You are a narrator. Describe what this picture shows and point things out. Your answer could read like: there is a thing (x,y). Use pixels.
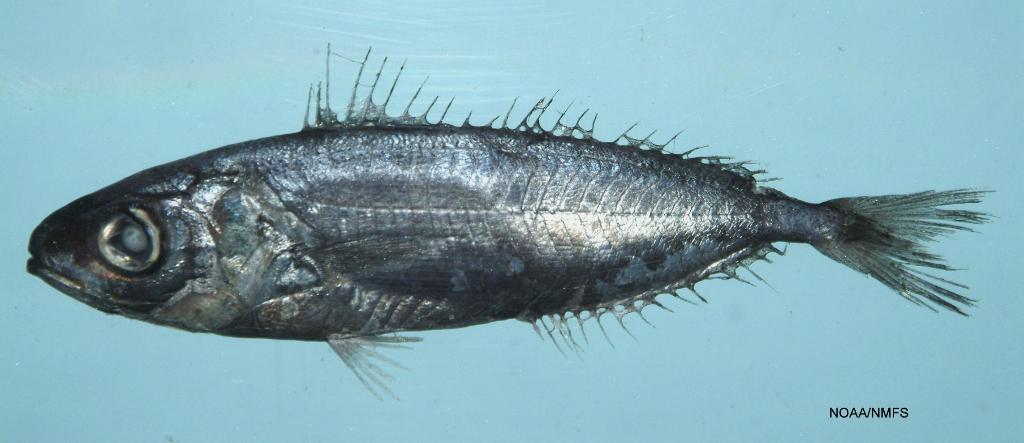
In this image we can see a fish (500,145). The background of the image (880,387) is blue. In the bottom right (850,417) we can see some text (863,412).
